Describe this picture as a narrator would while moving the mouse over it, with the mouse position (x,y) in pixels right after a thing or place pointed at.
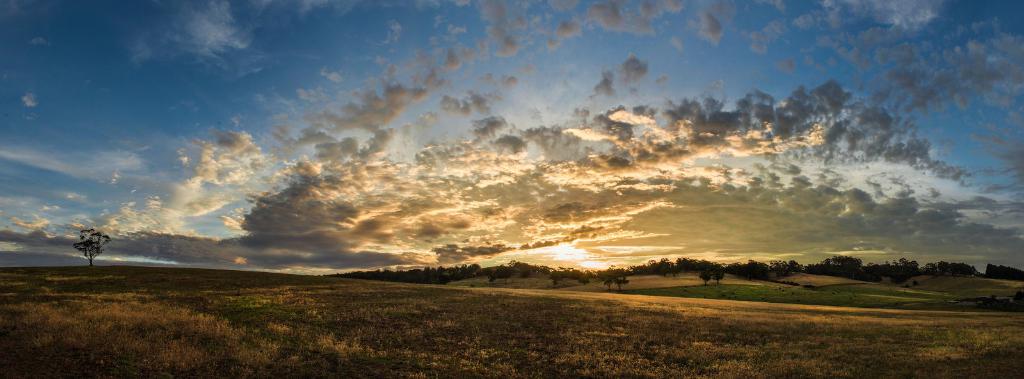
In this image we can see trees (854,270), dry grass (498,288) and we can also see a sky (408,123) with clouds (488,175).
